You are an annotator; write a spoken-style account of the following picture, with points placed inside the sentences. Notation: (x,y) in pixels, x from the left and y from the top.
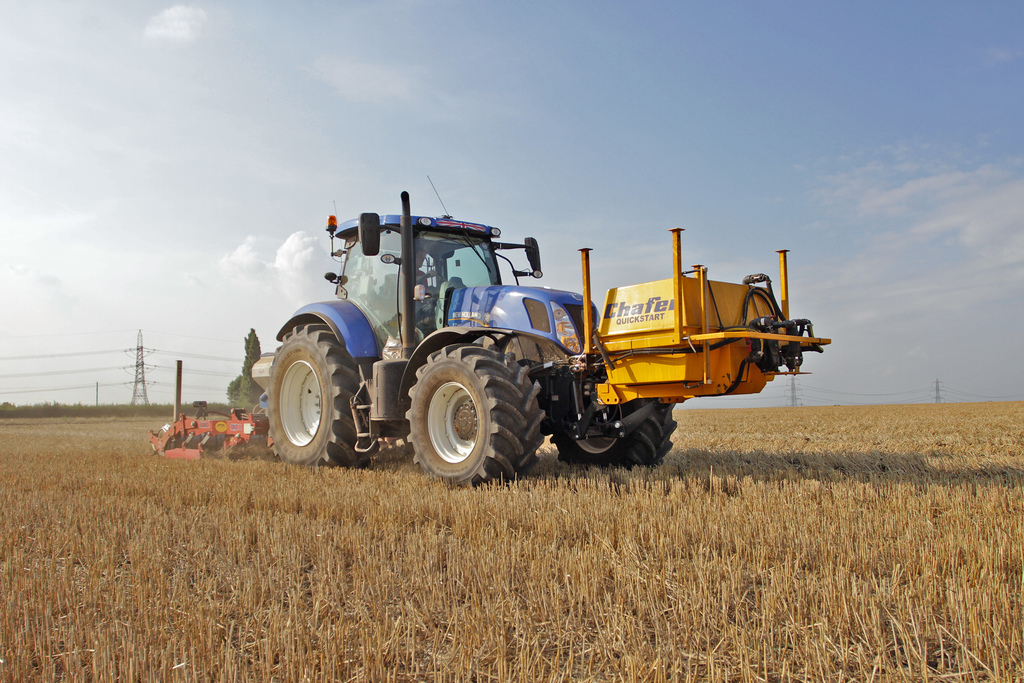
In this picture we can see a person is sitting in a tractor (353,306). Behind the tractor (460,448) there are electric poles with cables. Behind the electric poles (135,351) there is the sky (180,238).
